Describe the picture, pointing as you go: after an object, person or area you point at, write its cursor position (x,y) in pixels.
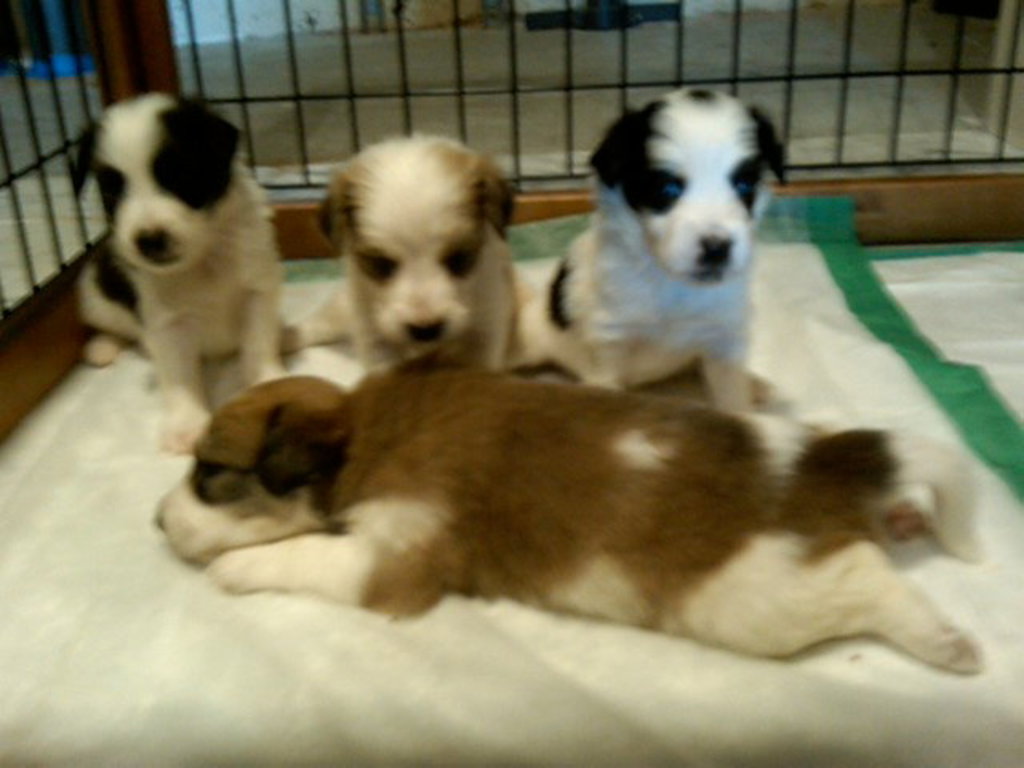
In this image I can see four dogs (525,407) which are brown, cream, black and white in color are on the white colored surface (835,342). I can see the black colored fence (571,88) and the floor (556,63).
